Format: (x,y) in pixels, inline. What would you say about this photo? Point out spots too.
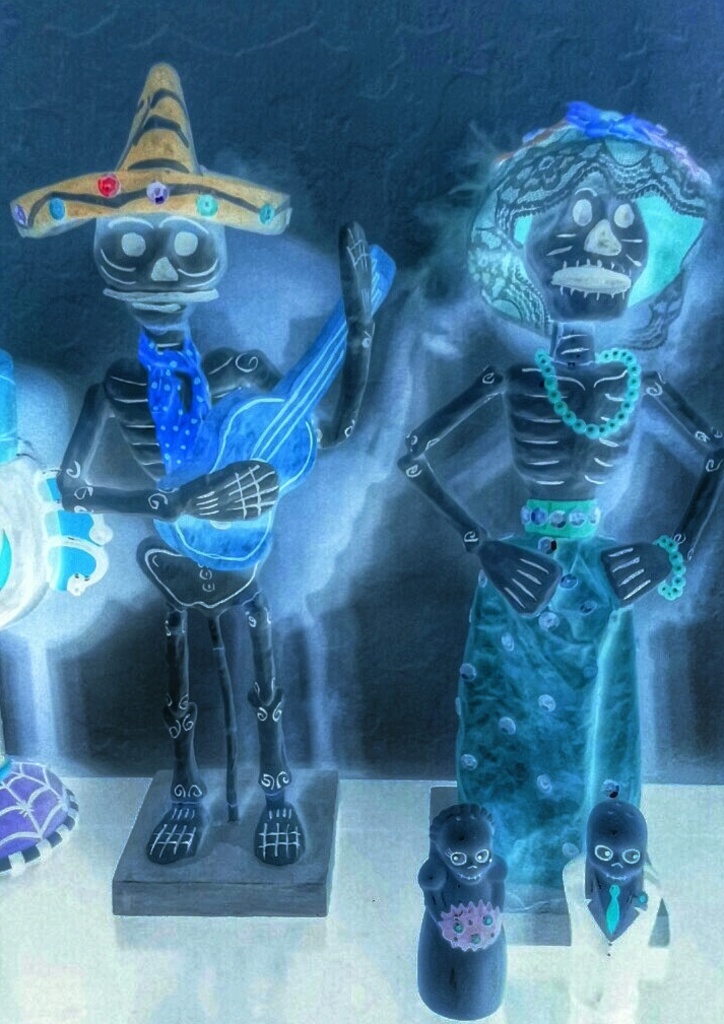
In this image, we can see some toys (589,998) on the surface (216,966). We can also see the background (376,75).
